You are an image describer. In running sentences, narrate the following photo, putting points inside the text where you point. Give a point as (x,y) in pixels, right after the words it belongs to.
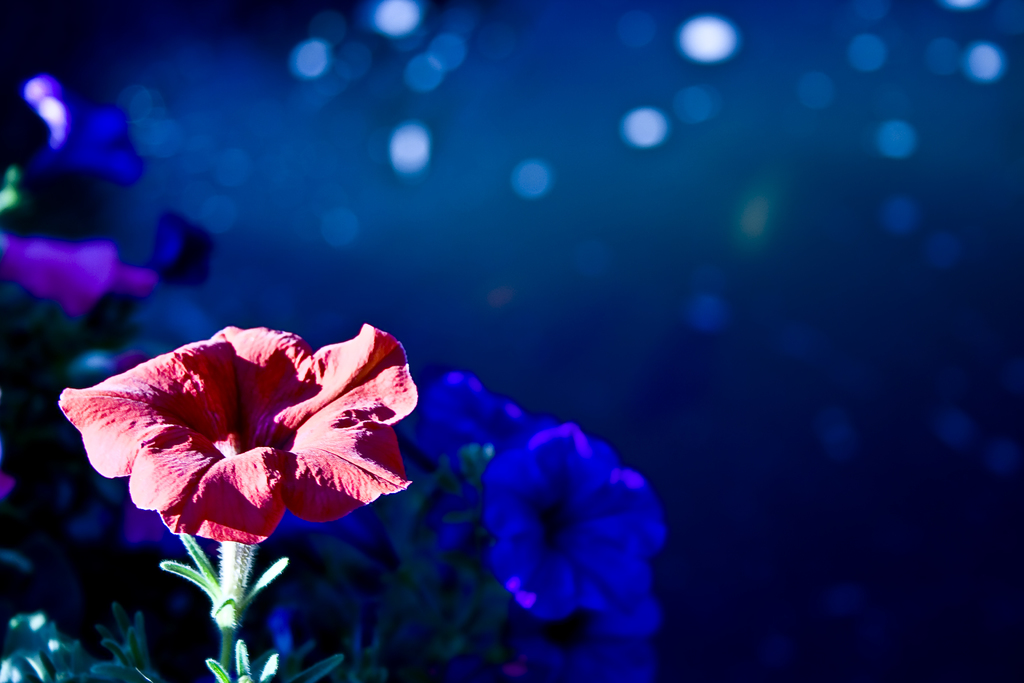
We can see flowers (377,457) and stem (248,576). Background (327,23) it is blue color.
